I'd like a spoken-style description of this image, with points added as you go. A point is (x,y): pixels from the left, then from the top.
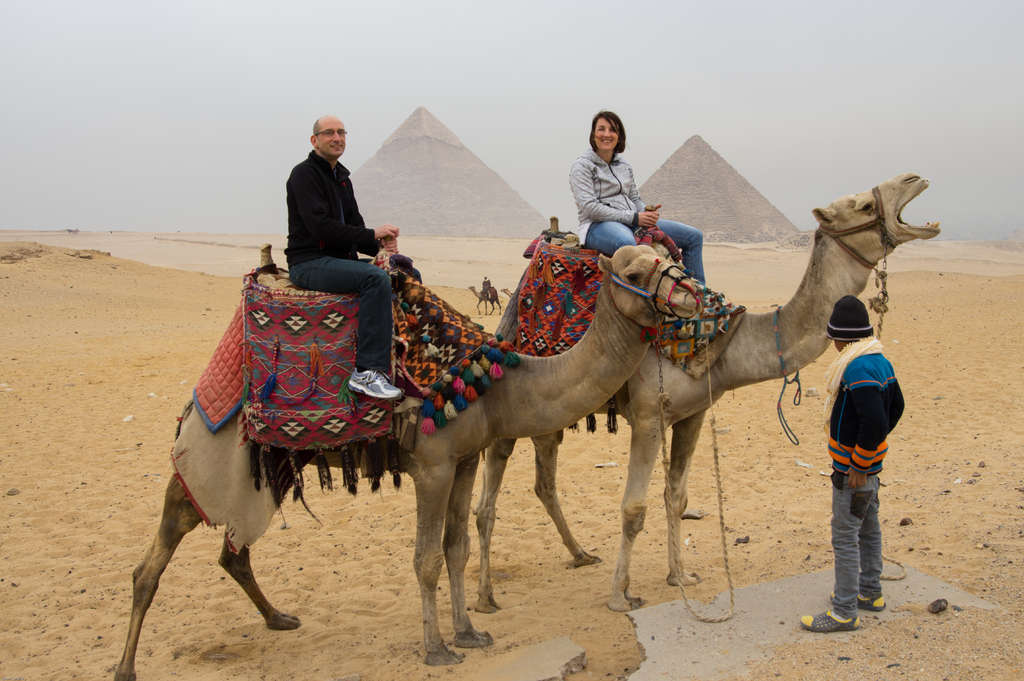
In this image there are two camels (602,322), on those camels (590,347) a man (355,219) and a woman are sitting, in front of the camels (728,321) a boy (845,490) standing, in the background (703,185) there are two pyramids (475,212) and two camels (480,293).
